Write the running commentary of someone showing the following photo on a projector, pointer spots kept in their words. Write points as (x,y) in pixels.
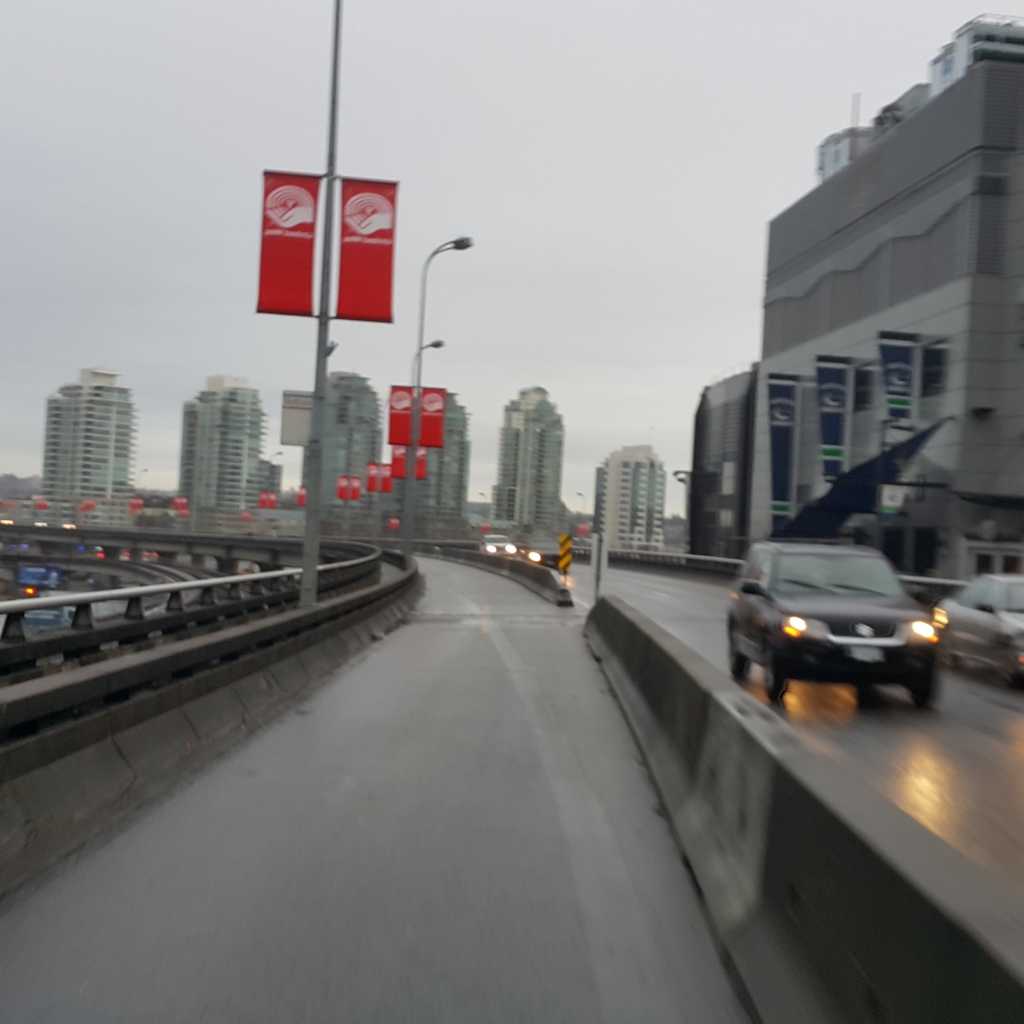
There are few vehicles (944,629) on the road (556,632) and there are buildings (725,432) in the background (637,477) and there are few poles (379,479) in the left corner (306,537).
